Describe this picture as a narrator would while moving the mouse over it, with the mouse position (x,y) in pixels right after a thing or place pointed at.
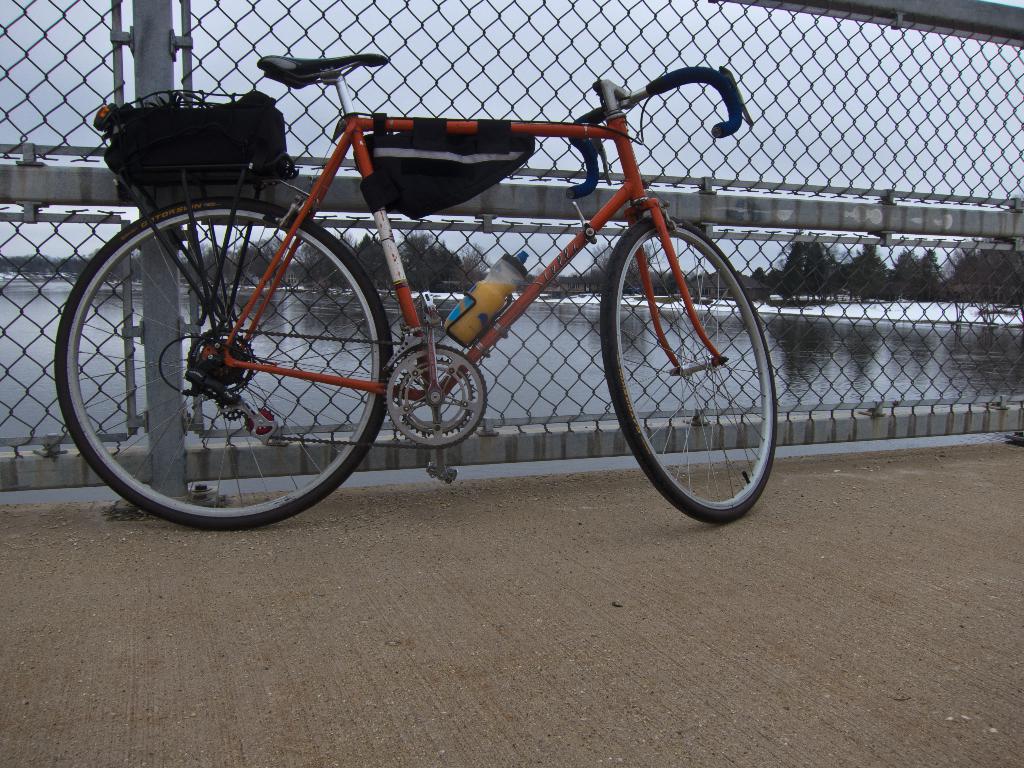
In the background (764,156) we can see the sky (34,240), trees (962,284), water (765,320) and mesh (852,320). In this picture we can see a bicycle (227,404). At the bottom portion of the picture (592,620) we can see the road (464,620).
